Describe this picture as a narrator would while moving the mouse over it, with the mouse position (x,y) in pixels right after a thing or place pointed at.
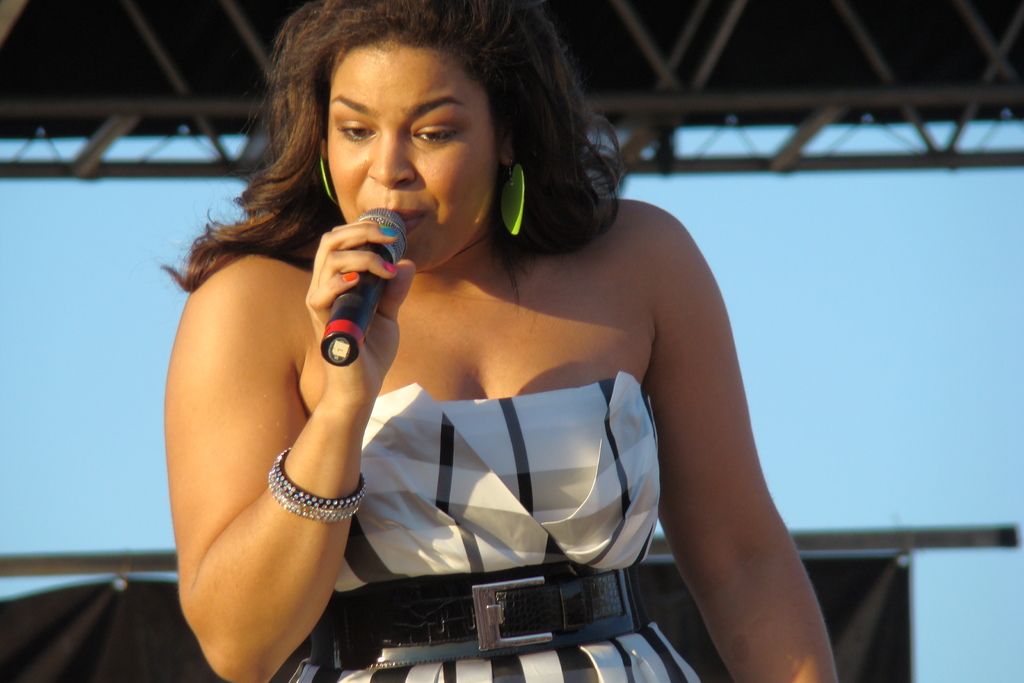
A woman (411,316) is singing on mic (377,256). Behind her there is a sky (65,413).
